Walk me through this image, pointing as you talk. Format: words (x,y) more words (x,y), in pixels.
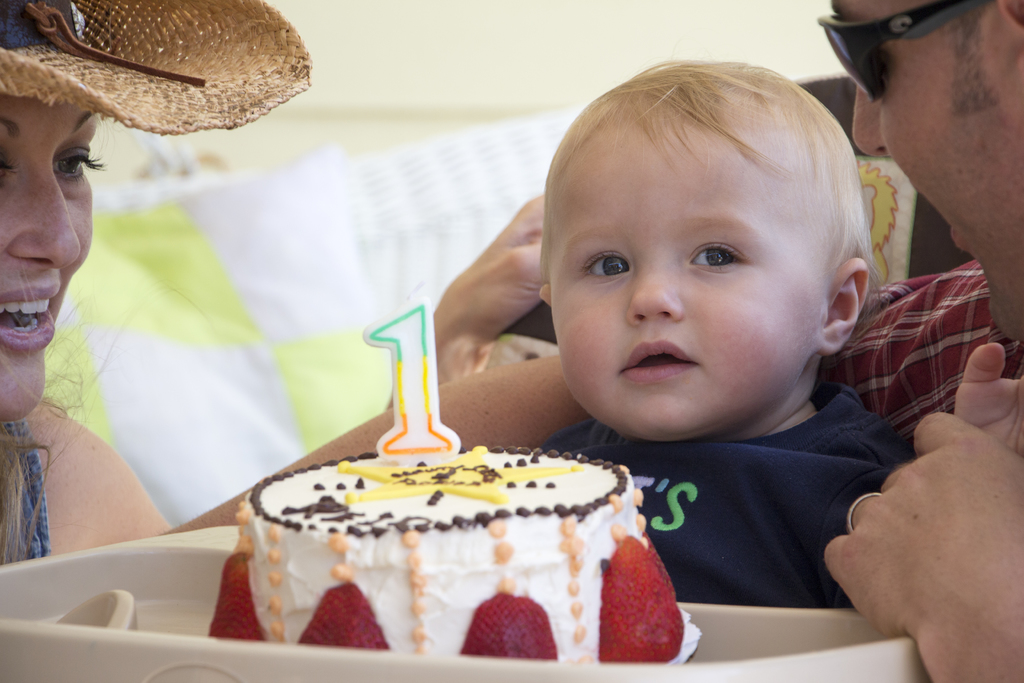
In this image in front (296,567) there is a cake (349,532). On top of the cake (369,455) there is a candle (439,448) on the tray (101,566). There are three people (785,399). Behind them there are cushions (354,239). In the background of the image (435,79) there is a wall (431,46).
